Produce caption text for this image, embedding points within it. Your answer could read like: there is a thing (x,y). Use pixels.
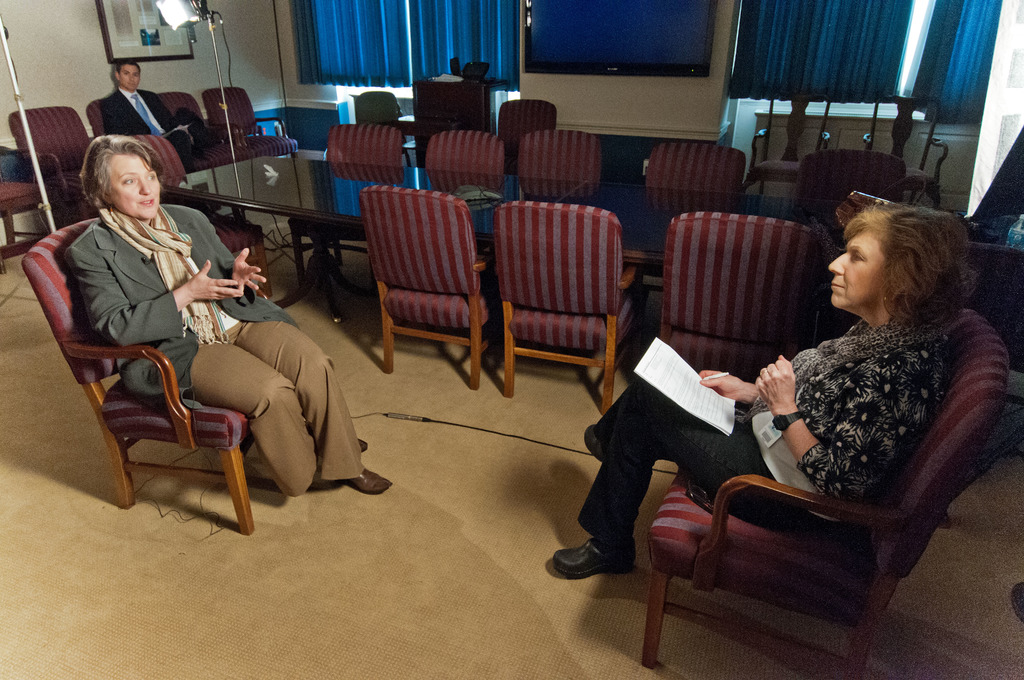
In this picture there are two women (863,270) sitting on opposite of each other they are looking at them and there are some tables (697,197) and chairs (361,151) over here is a person (127,115) sitting behind them.
